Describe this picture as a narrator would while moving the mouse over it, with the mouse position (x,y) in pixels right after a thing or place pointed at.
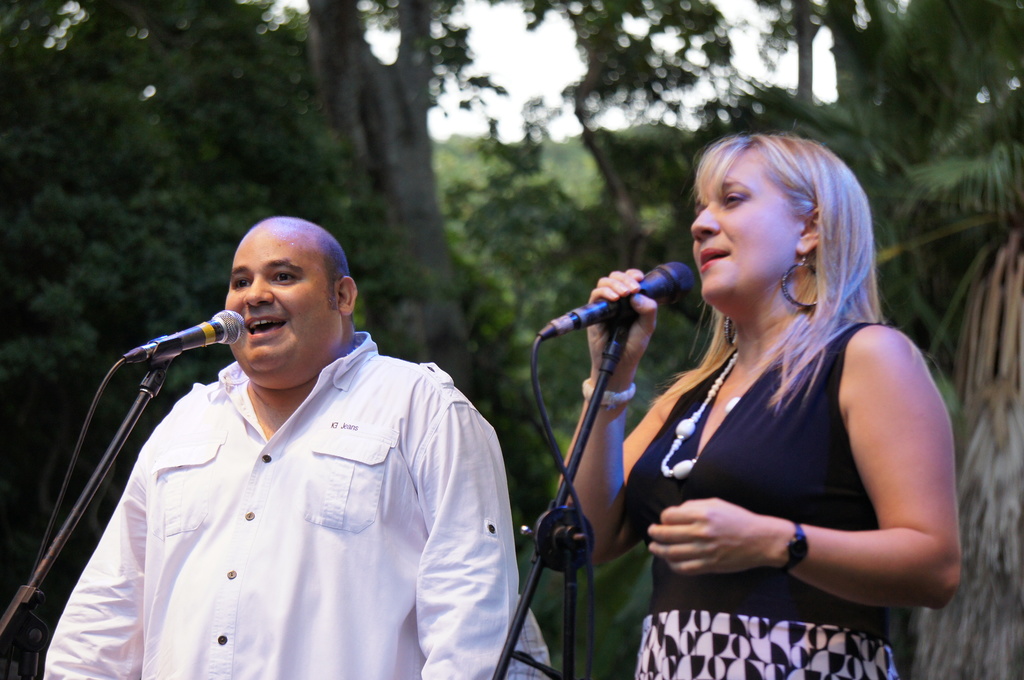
There is a man (407,475) and woman (755,362) singing on mic (598,302). The man (511,576) wore white shirt (312,489), he is bald headed. The woman (770,258) has blond hair (792,178). In the background (385,136) there are trees (384,90) and over the top there is sky (510,60).
